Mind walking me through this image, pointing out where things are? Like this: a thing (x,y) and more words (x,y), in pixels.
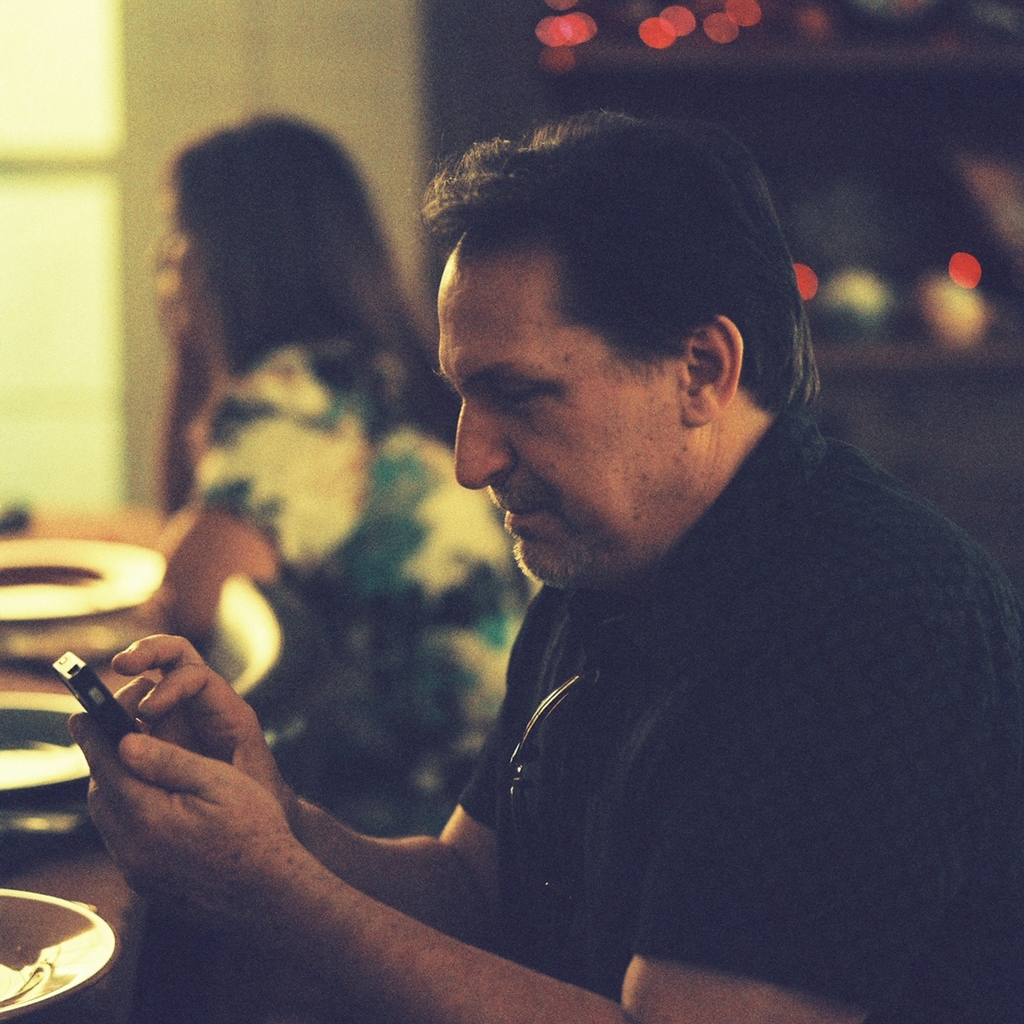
In this image there is women (466,507) and a man (635,804) sitting on chairs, in front of them there is a table (99,849), on that table (105,616) there are plates (35,903), in the background (985,403) it is blurred.
